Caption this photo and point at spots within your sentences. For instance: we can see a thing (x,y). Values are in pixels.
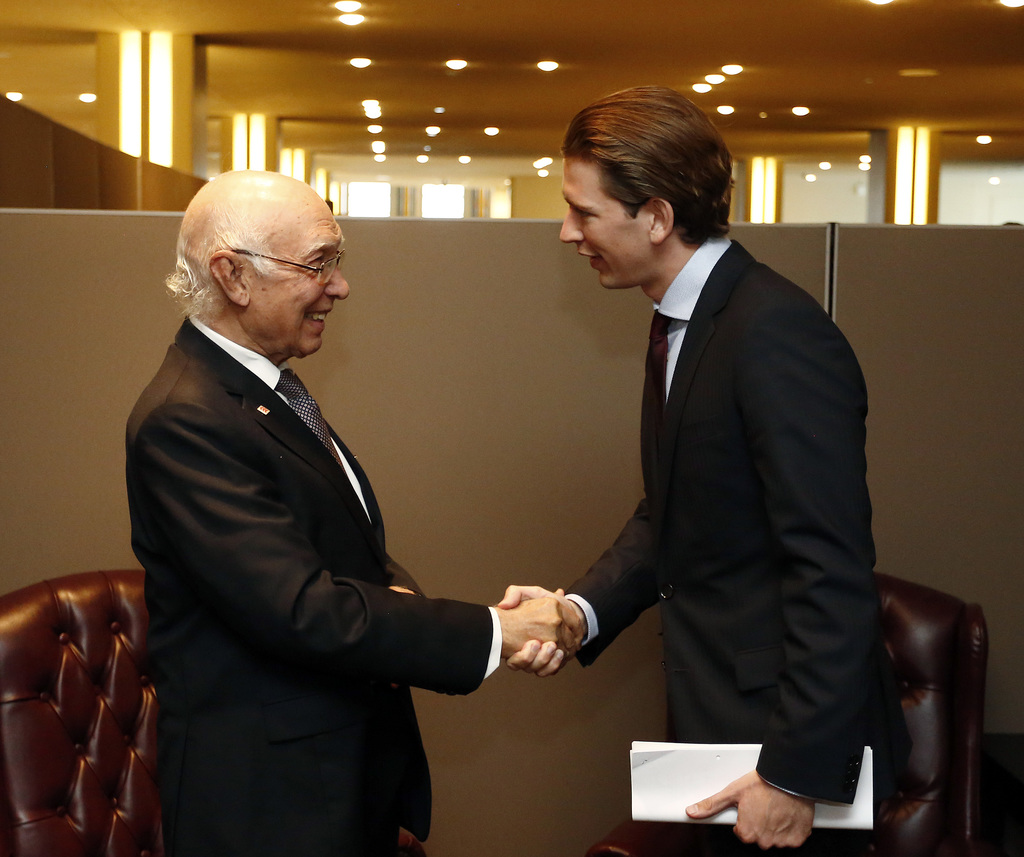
In this picture we can see the two men (291,524) standing in the front (325,615) and shaking the hands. Behind there is a leather chairs (910,734) and partition board (340,308). On the ceiling (561,101), we can see some spotlights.
